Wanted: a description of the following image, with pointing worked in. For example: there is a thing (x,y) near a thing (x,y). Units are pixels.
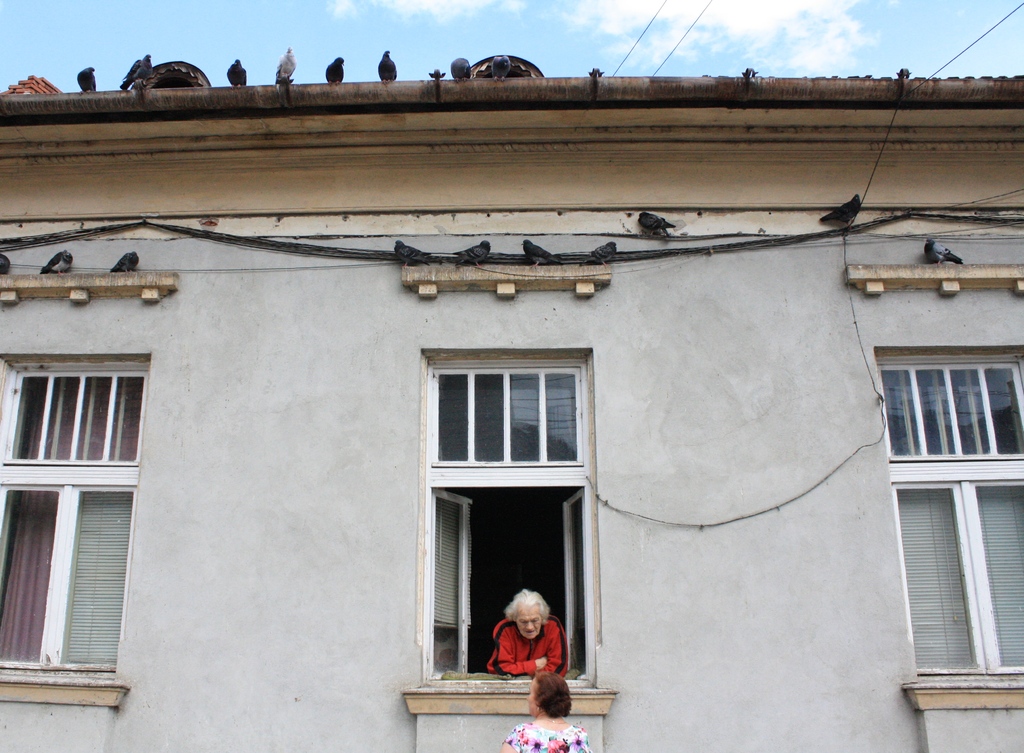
In this picture we can see a building (856,619) with windows (54,448), curtains (446,538), wires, pigeons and two women (581,751) and in the background (504,46) we can see the sky (427,37) with clouds (823,24).
